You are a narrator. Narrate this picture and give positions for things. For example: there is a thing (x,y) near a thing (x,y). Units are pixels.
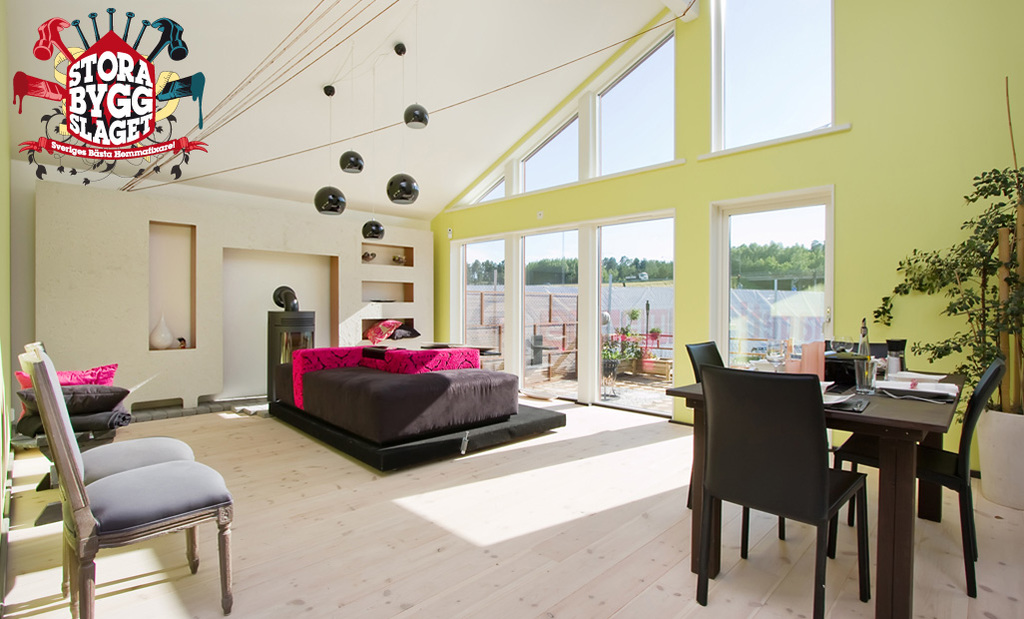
In this Picture we can see inside view of the room (477,522), On The right corner (697,517) we can see the dining table (932,408) on which a glass bottle (865,329) and cloth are seen. In center (490,398) a pink and brown sofa (402,421), beside a wall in which eight glass window (632,328) are seen. Behind we can see the four shelves (373,296) and in the bottom (421,584) a wooden flooring (262,594) with two grey color chairs (99,480).
